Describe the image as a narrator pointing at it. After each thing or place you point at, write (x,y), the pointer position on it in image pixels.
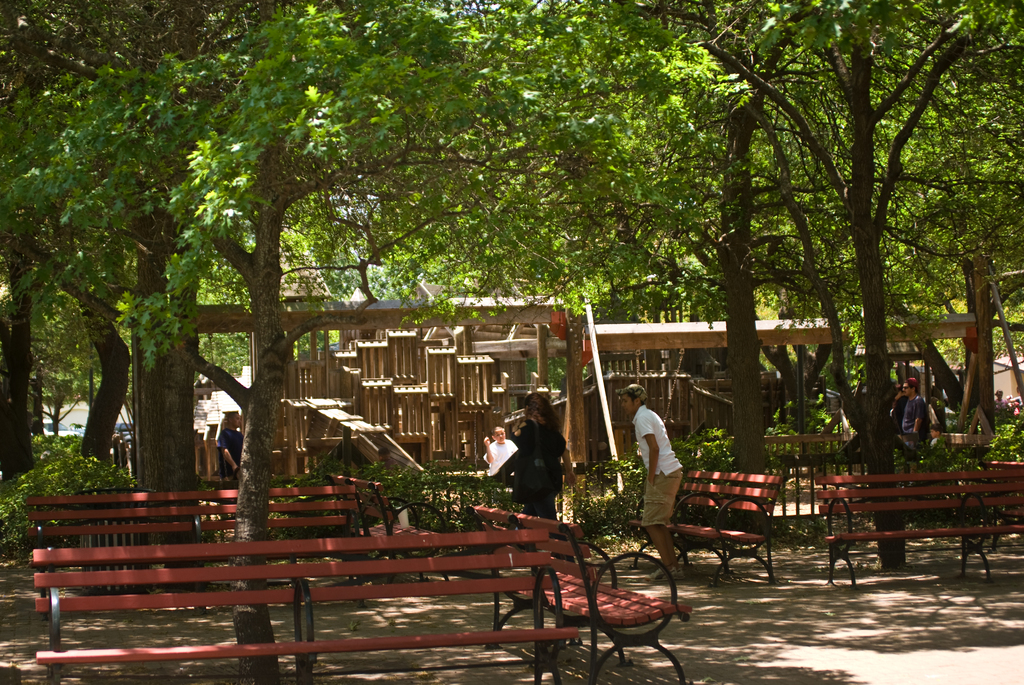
In this picture, it seems like a garden (260,503), here we have so many benches (477,589) present. Here we have a man (668,542) standing and woman (555,445) moving. Also it seems like wooden art (471,354).
